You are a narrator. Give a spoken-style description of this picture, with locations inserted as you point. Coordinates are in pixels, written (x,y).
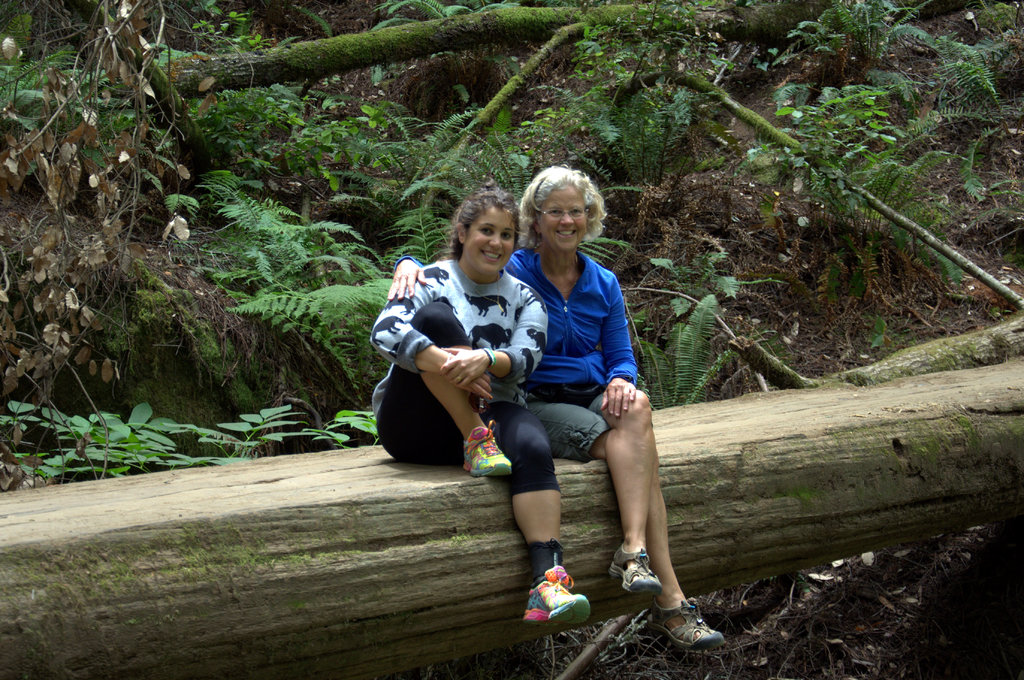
In this image there are two persons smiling and sitting on the trunk (331,513), and in the background (638,330) there are plants (693,207).
